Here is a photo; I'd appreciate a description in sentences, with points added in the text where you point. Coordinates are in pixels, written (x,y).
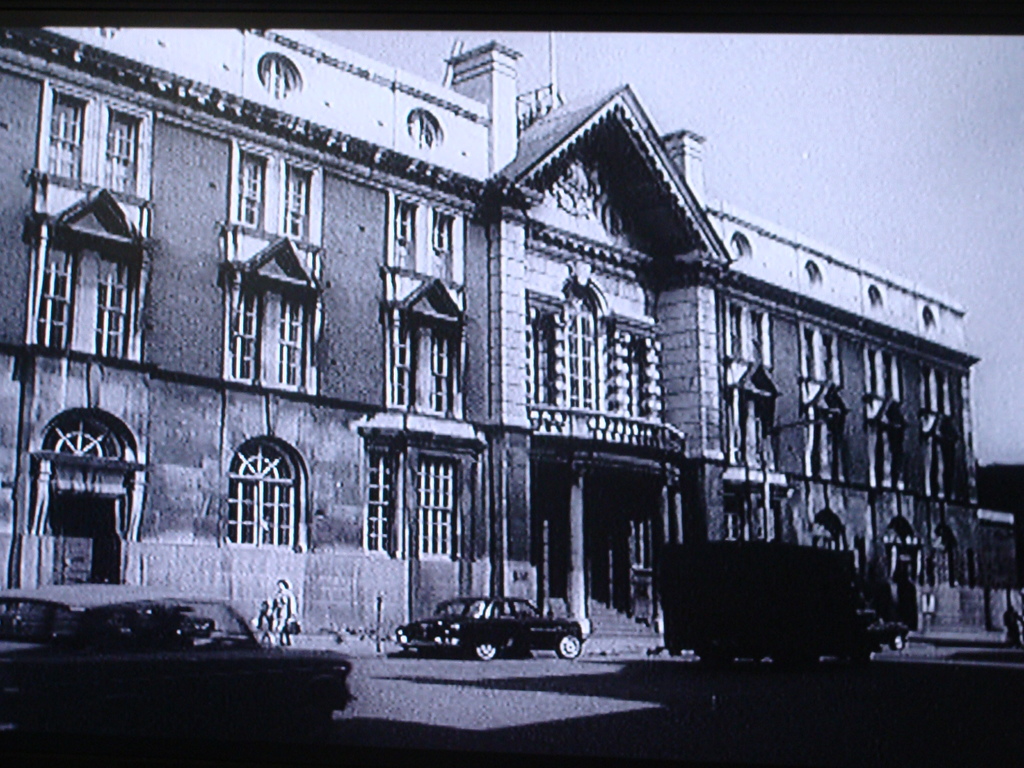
This is a black and white picture. In this picture we can see a few vehicles (446,636) on the road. We can see two people (295,614) and a pole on the road (274,645). There is a building (451,552). On this building (406,380), we can see a few arches (126,487) and windows (234,469) on it.
